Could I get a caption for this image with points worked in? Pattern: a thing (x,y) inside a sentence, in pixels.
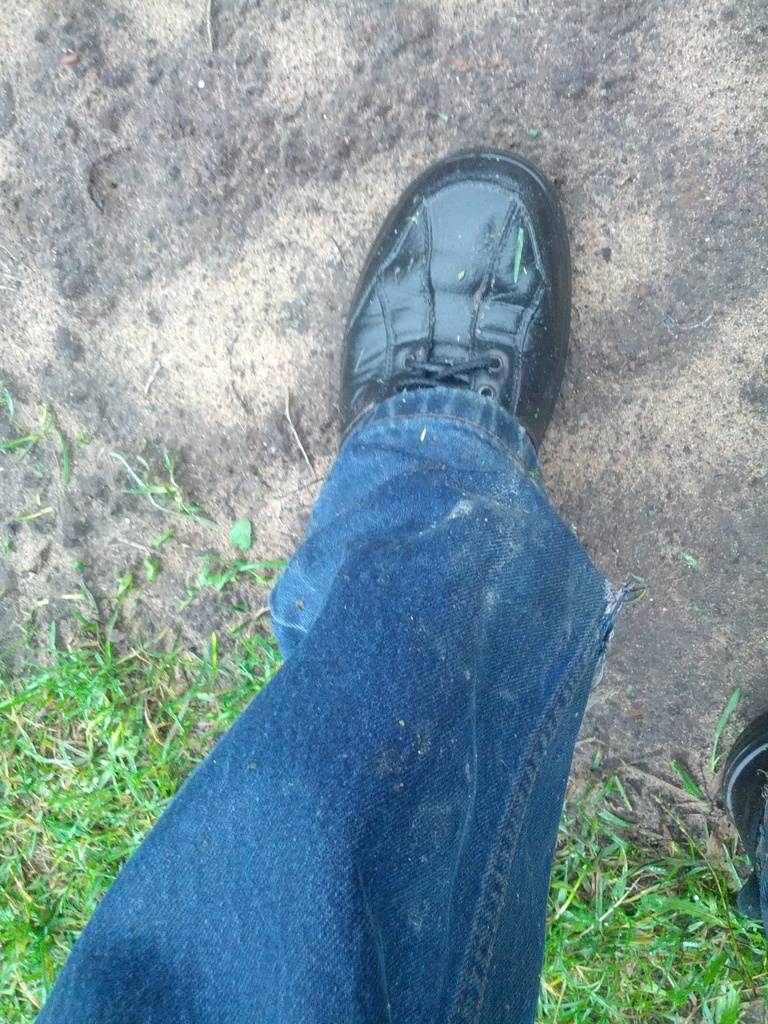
In this image we can see the leg (446,632) of a person (419,528) on the ground (338,282). We can also see some grass (85,777).
